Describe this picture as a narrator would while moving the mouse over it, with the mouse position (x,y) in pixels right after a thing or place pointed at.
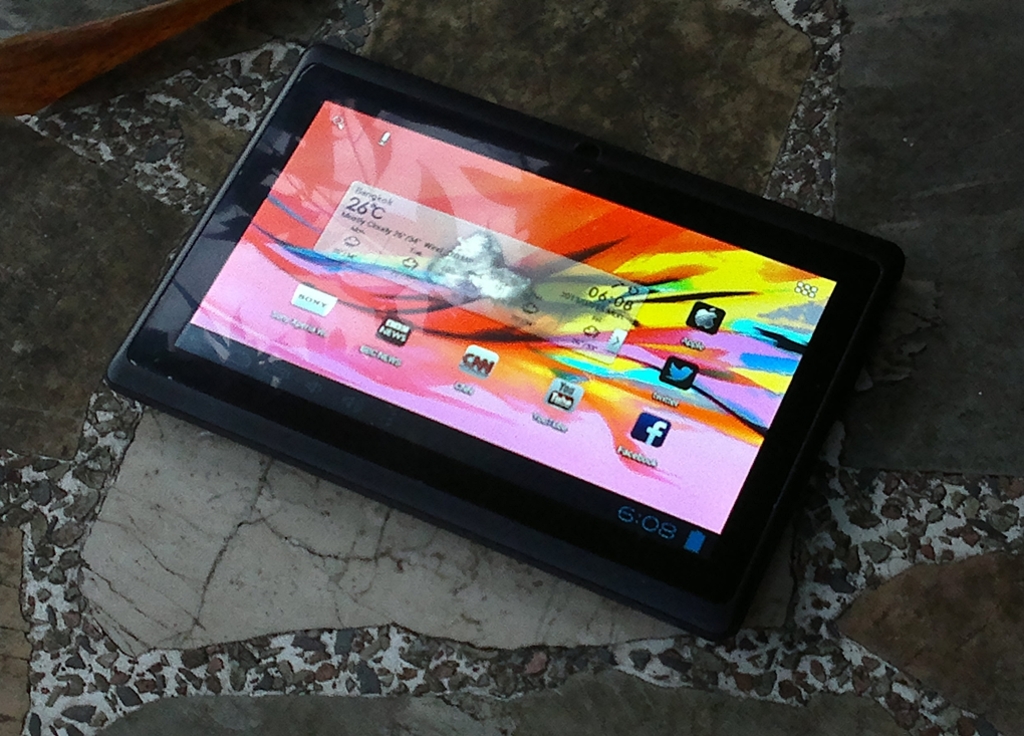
In this picture we can see a device (348,465) There is a glass object (644,508) and a screen (631,231) is visible on this device (480,214). We can see some text (417,241), numbers (417,241), logos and other things (456,327) are visible on this screen (508,419). This device (201,418) is visible on the ground (539,639).
